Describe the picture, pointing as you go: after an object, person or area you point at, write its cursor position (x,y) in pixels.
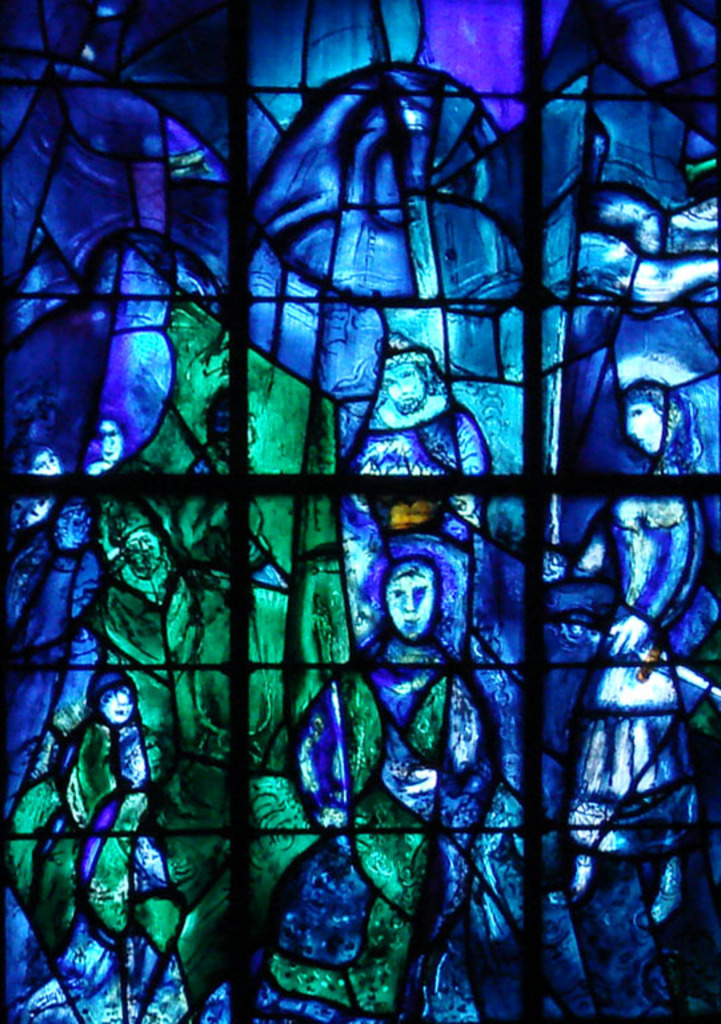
In this image we can see art (655,556) which is in blue and green color on the glass (639,125).
